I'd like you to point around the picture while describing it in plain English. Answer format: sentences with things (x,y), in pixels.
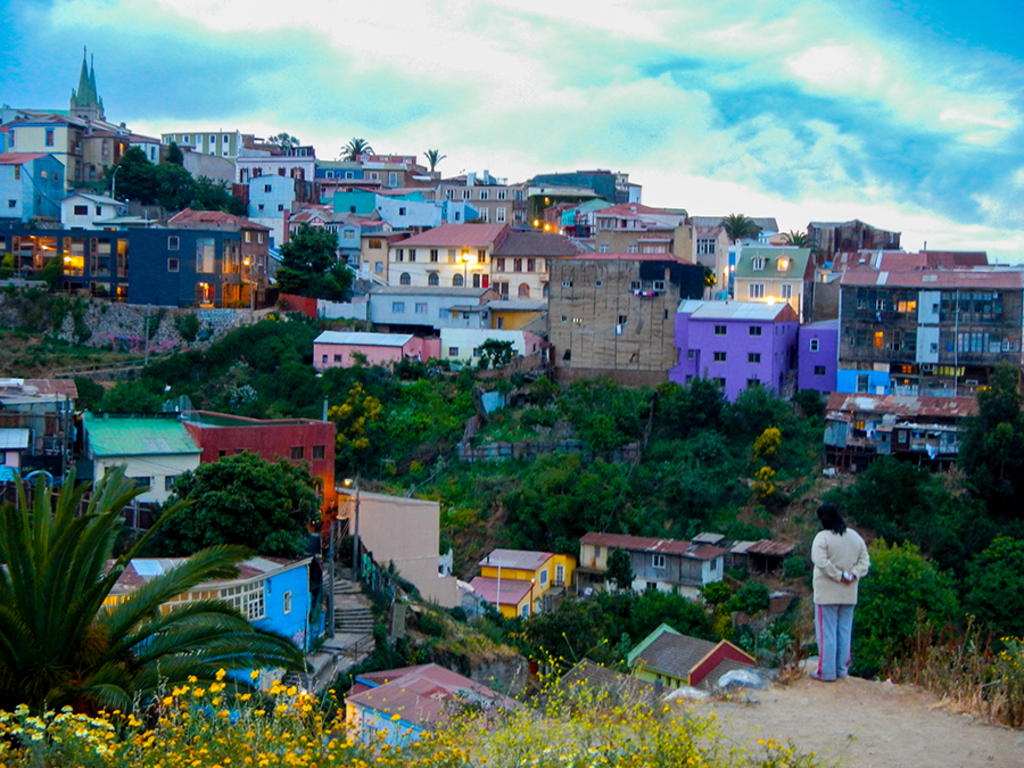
In this image I can see one person (818,649) is standing on the right side (832,564). On the bottom left side of this image (71,522) I can see a plant (244,644) and number of flowers (760,766). In the background (859,502) I can see number of trees (888,512), number of buildings (504,248), lights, clouds (434,128) and the sky (632,169).
